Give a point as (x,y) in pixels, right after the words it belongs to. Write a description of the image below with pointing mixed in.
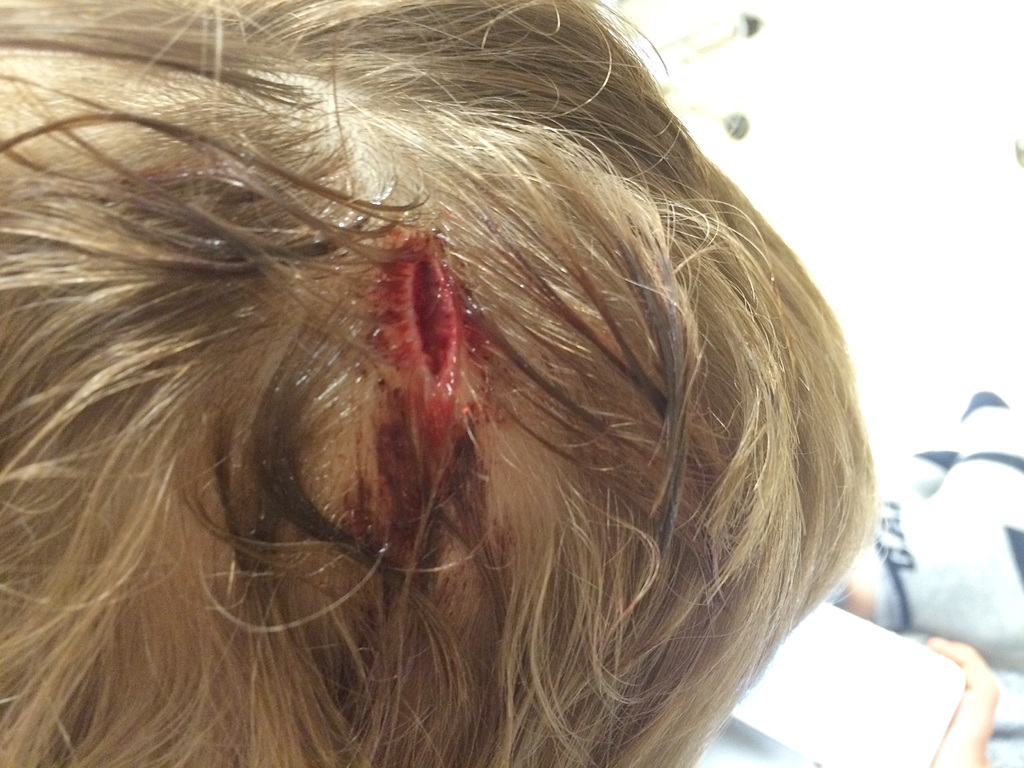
In this image, we can see a person (712,610) holding a mobile (860,682) and we can see an injury (414,251) on his head (407,337).
